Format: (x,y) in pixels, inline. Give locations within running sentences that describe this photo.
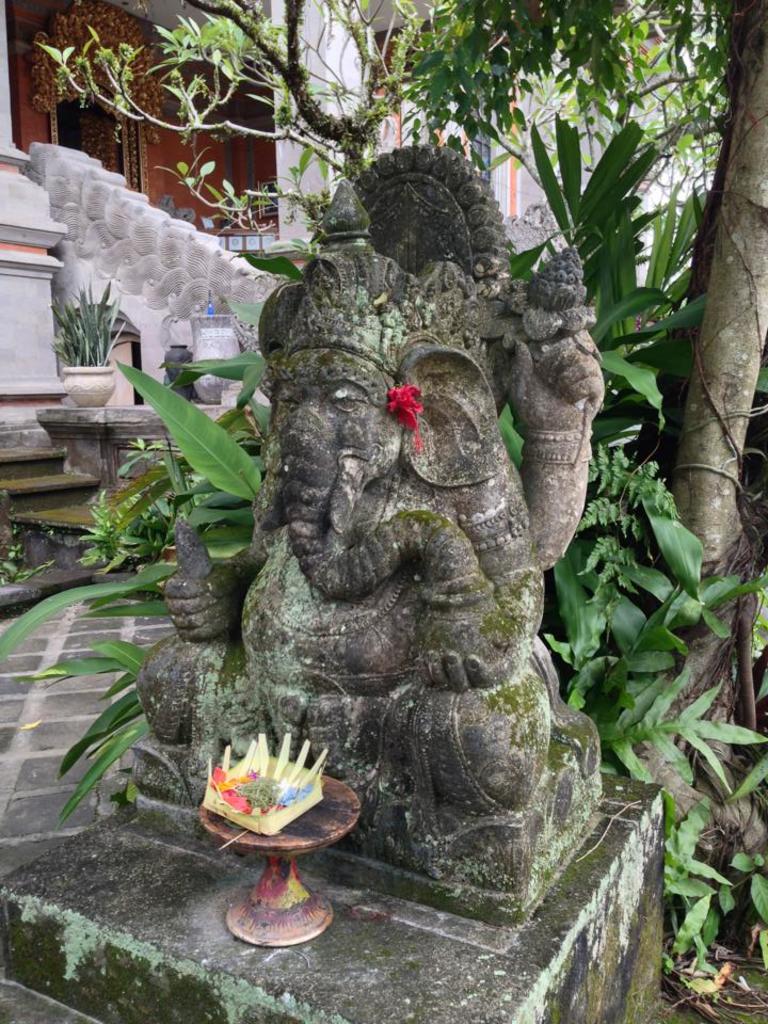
In this image I can see the statue (352,543) of the god (178,663). In-front of the statue (306,556) I can see an object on the stand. In the background (644,114) I can see the trees (605,153), flower pot (67,357) and the building (184,200).
